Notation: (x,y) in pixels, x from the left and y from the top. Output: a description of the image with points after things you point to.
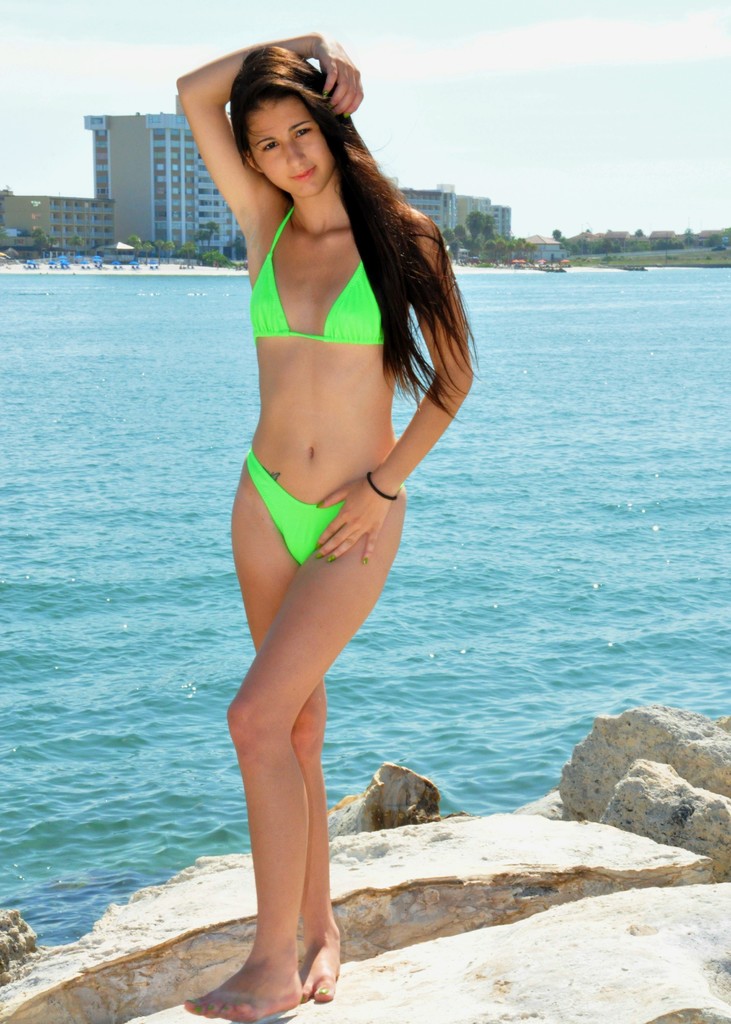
In this picture there is a woman (319,413) standing and we can see rocks (659,882) and water (131,558). In the background of the image (189,255) we can see buildings (10,198), trees (214,252) and sky (565,207).
